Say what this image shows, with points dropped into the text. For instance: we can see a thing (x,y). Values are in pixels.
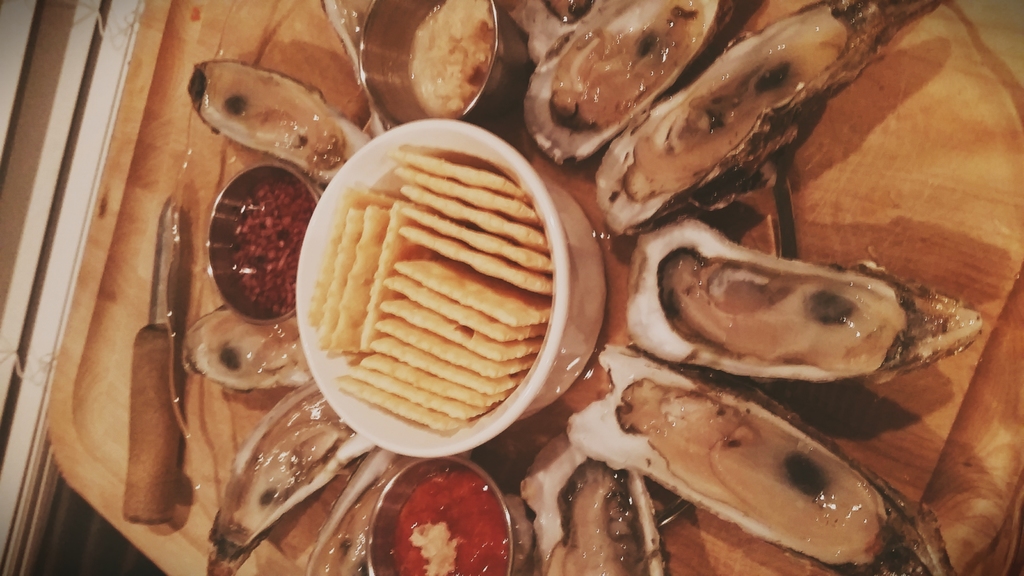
In the image there is some raw food item (313,171) served on a wooden plate (526,447), there are different sauces (275,239) kept in between those food items (852,535).
